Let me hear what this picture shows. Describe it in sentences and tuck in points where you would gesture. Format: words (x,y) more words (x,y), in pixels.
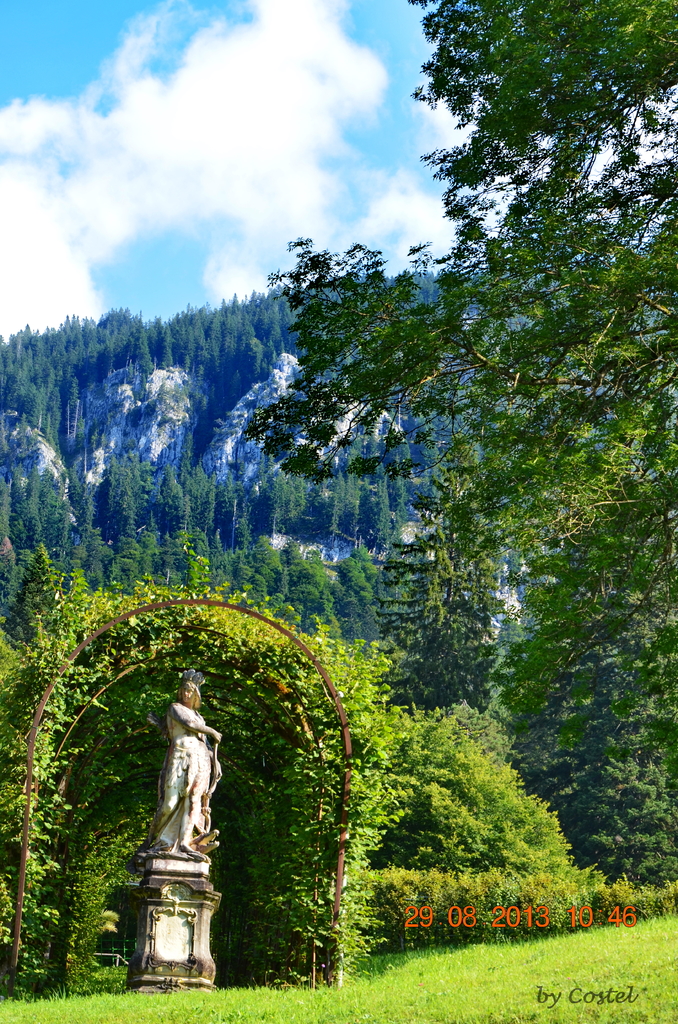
The picture is taken in a garden (499,344) or a park (544,958). In the foreground of the picture (195,874) there are plants (437,915), trees (8,763), grass (385,971) and a sculpture (201,829). In the background (274,475) the trees (49,417) and a hill (239,356). Sky (263,137) is bit cloudy and it is sunny.
